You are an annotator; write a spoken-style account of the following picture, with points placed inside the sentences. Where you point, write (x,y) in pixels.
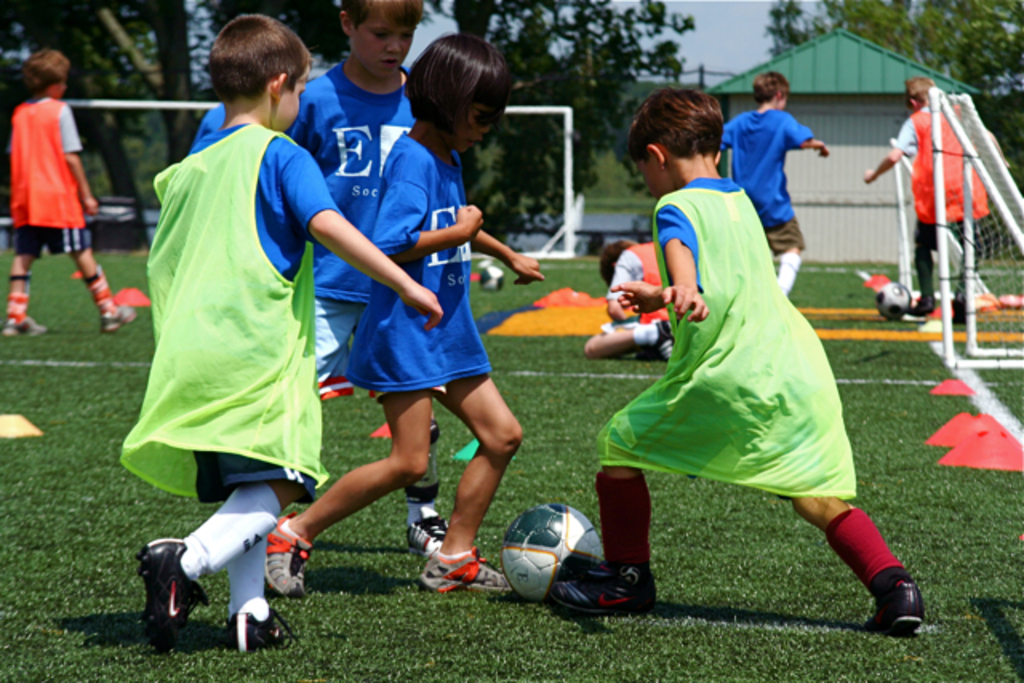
In this image there are group of kids (435,459) who are playing football.
